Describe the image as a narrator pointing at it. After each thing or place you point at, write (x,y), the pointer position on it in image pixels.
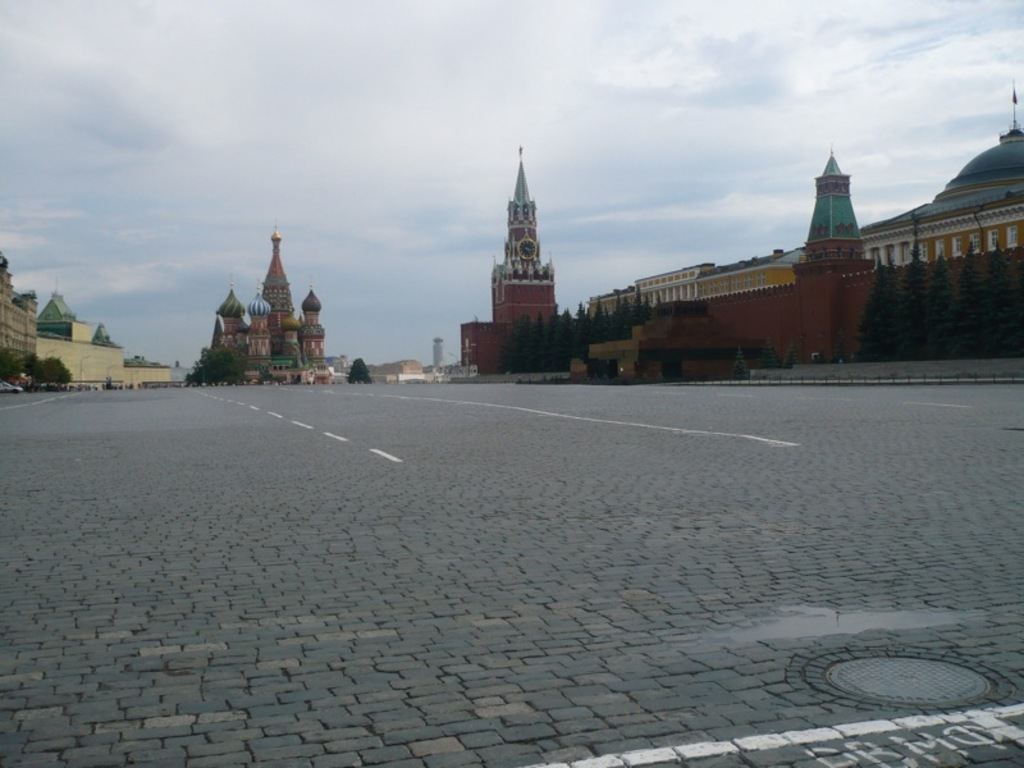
There is a road (603,543), on which there are white color lines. In the background (704,286), there are buildings (962,244), trees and there are clouds (379,166) in the sky (181,183).
